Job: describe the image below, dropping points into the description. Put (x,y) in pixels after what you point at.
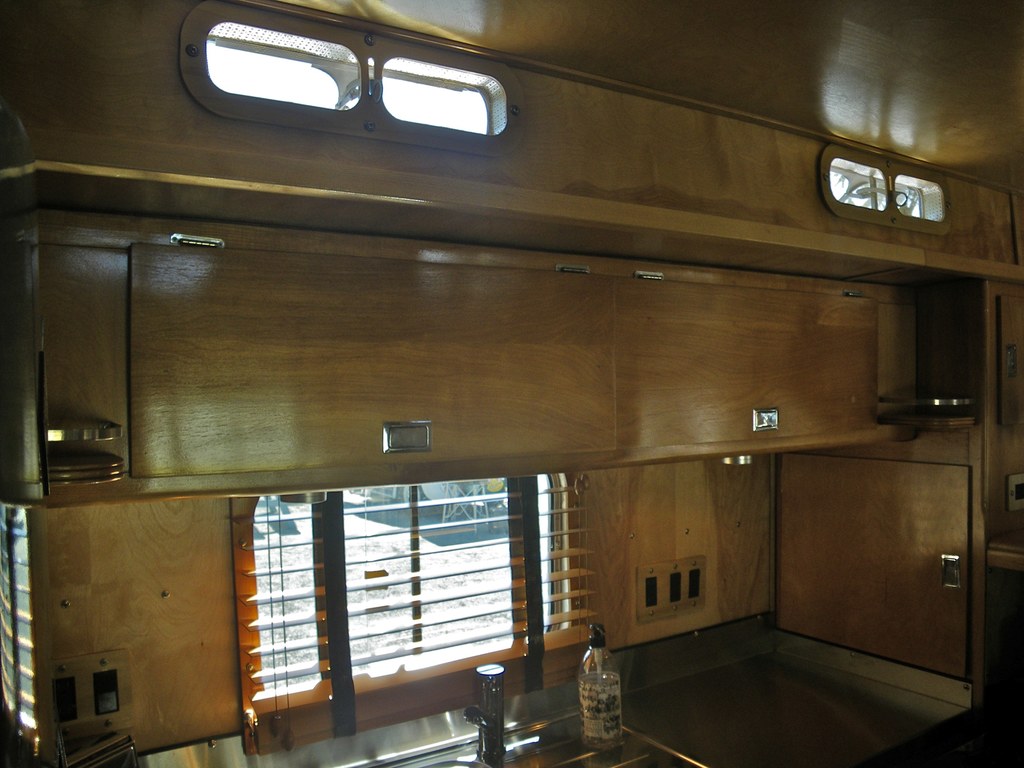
Here a tap (497,709). bottle (607,708) window (515,679) ventilator (506,111).
